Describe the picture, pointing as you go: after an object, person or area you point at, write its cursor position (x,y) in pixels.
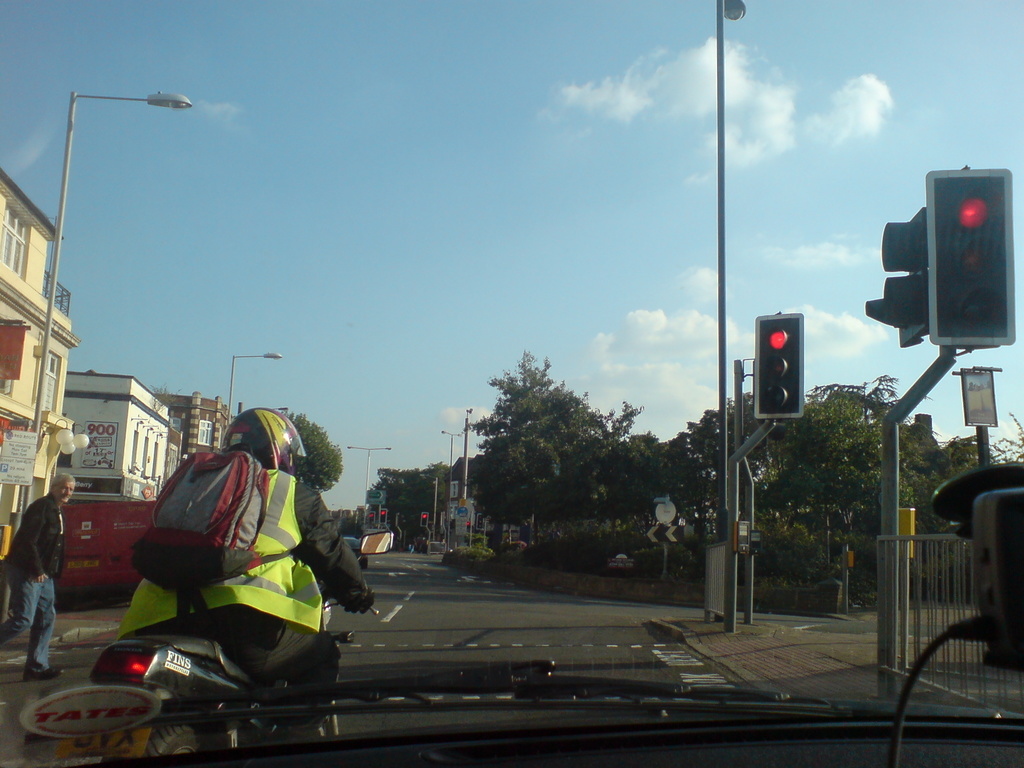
In this picture I can see a person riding a vehicle (98,740), there is a transparent glass (485,721) with wiper blades (306,694), there is a man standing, there are buildings (161,428), there are poles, lights (960,196), boards (464,507), there are trees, and in the background (530,231) there is the sky (672,204).
